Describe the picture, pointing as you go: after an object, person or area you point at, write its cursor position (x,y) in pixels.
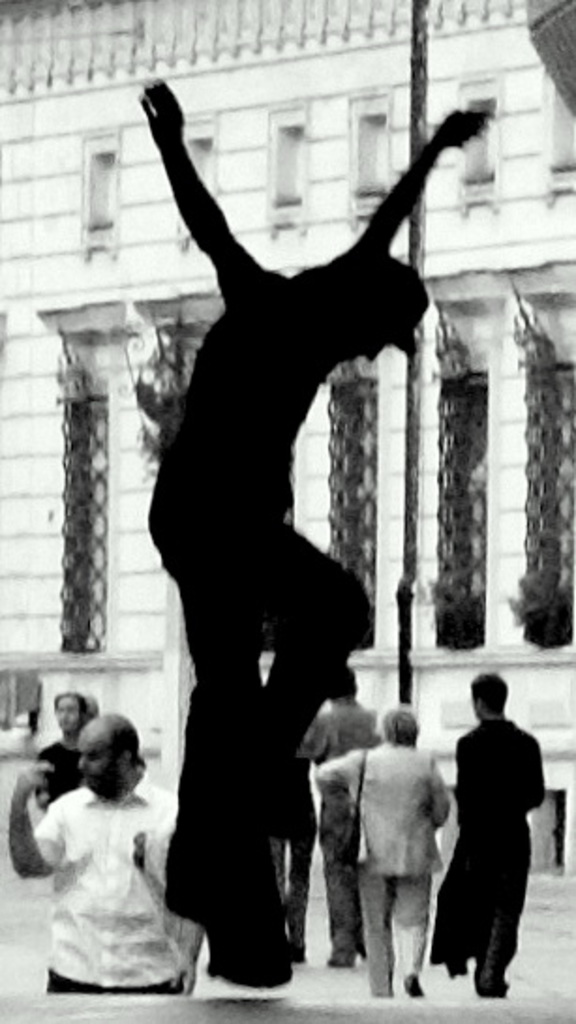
It is a black and white picture. In this image we can see people (411,770), pole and building (531,479).
